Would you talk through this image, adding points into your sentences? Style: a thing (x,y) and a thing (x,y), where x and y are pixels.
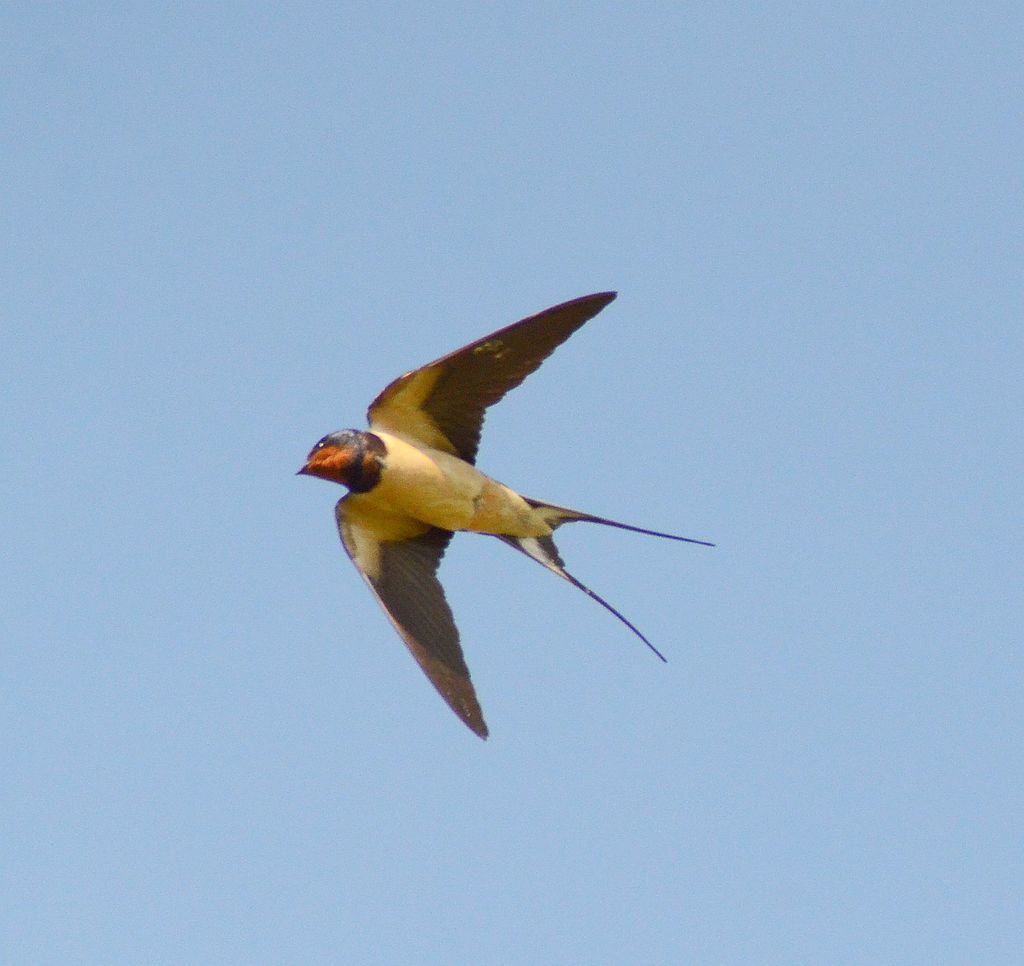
In this picture I can observe a bird (343,512) flying in the air (282,366). The bird (416,471) is in yellow and brown color. In the background (338,408) I can observe sky (453,331).
